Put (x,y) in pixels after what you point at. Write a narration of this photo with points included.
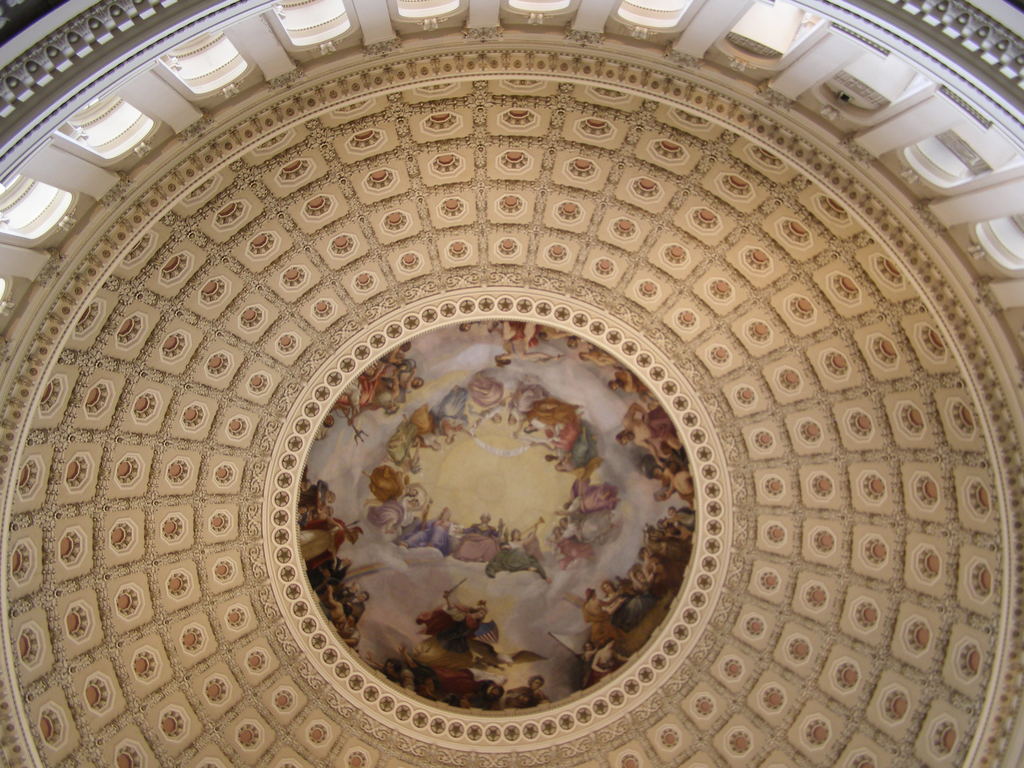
This is interior of a building (533,427) which has a picture (478,536) in middle of it.
